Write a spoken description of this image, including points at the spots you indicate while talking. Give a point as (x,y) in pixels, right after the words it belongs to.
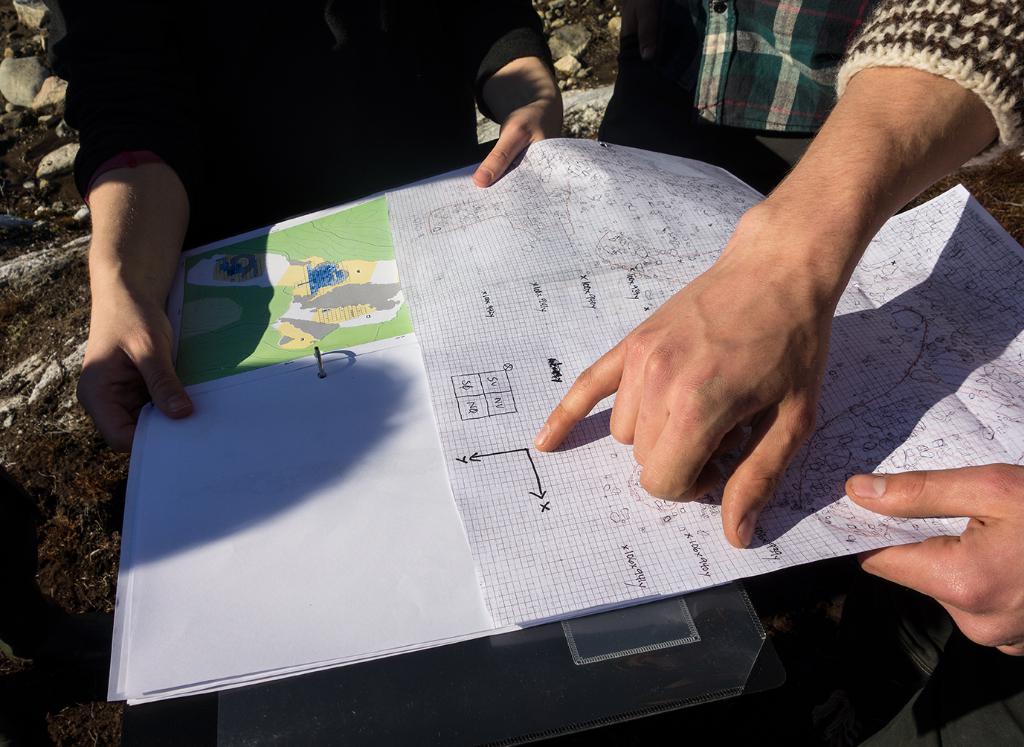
In this image, we can see people (510,154), charts (256,514) and object (551,657). On the left side of the image (60,552), we can see stones (9,379) and grass (82,335). People (145,378) are holding charts (426,472).
